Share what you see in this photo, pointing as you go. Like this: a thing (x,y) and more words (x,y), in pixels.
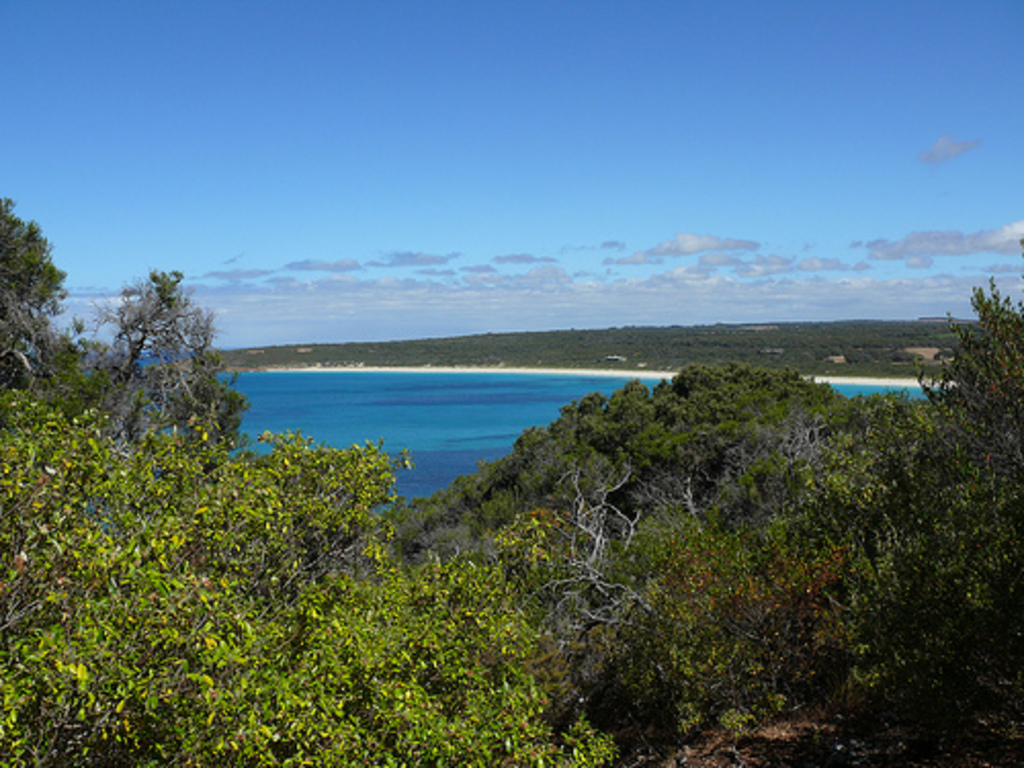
In this picture I can see trees (661,482), water (461,401), and in the background (566,235) there is sky (594,106).
